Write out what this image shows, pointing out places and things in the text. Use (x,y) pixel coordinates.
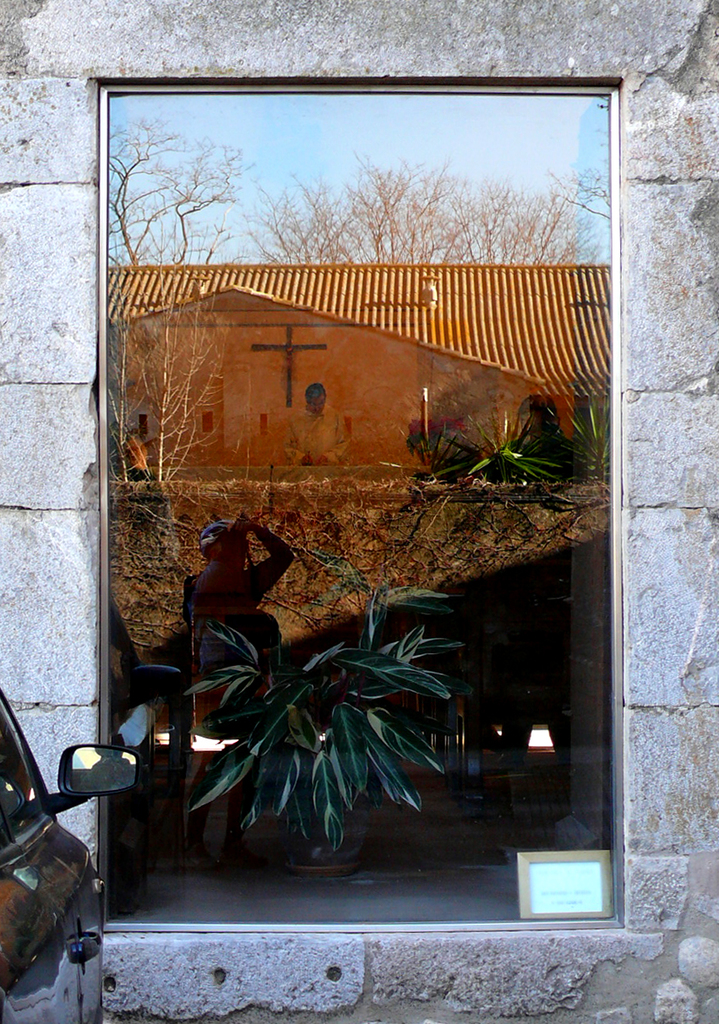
This is the picture of a building (573,974). In the mirror (454,251) there is a reflection (420,494) of a person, building (384,414), trees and sky (473,143). On the left side of the image (11,755) there is a vehicle (72,773).
